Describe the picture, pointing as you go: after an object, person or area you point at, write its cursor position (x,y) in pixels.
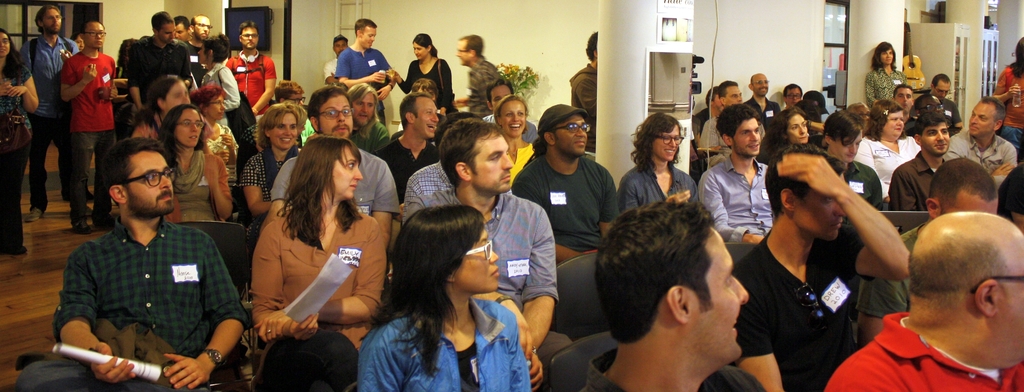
In this image people (470,145) are sitting on chairs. Background (921,58) there is a guitar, cupboards (965,63), door (832,103), pillars (977,58) and television (247,10). Posters (667,67) are on the pillar (634,82). Far there is a plant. These people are holding papers (320,283).
